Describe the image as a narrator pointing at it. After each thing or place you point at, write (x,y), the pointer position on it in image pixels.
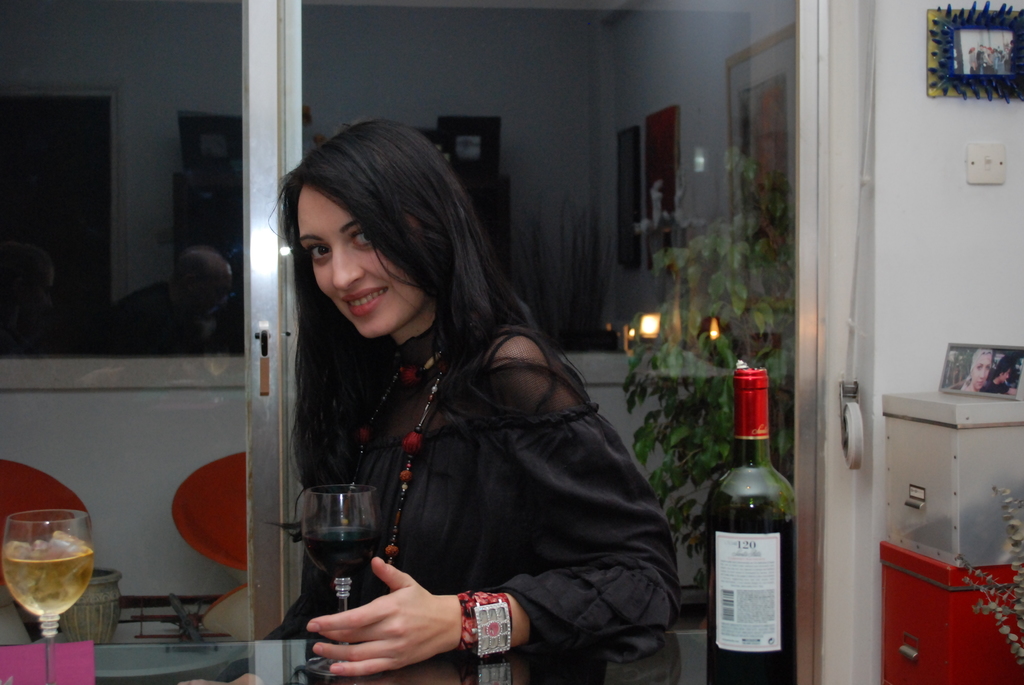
This picture is taken in a house (602,225). In the center of the picture (360,259) there is a woman (327,595) in black dress (504,524), she is smiling. In the foreground (498,655) there is a table (335,681), on the table (445,670) there is a wine bottle (709,619). In the center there is a glass (336,543). On the left (55,509) there is another glass (71,520). To the left (230,488) there are chairs (223,504). On the right (696,370) there is a glass door (667,143) and a plant (699,341). To the top right (979,56) there is a frame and box (942,465). In the background (427,64) there is a wall (563,81), frames (484,133) and door (58,191).
